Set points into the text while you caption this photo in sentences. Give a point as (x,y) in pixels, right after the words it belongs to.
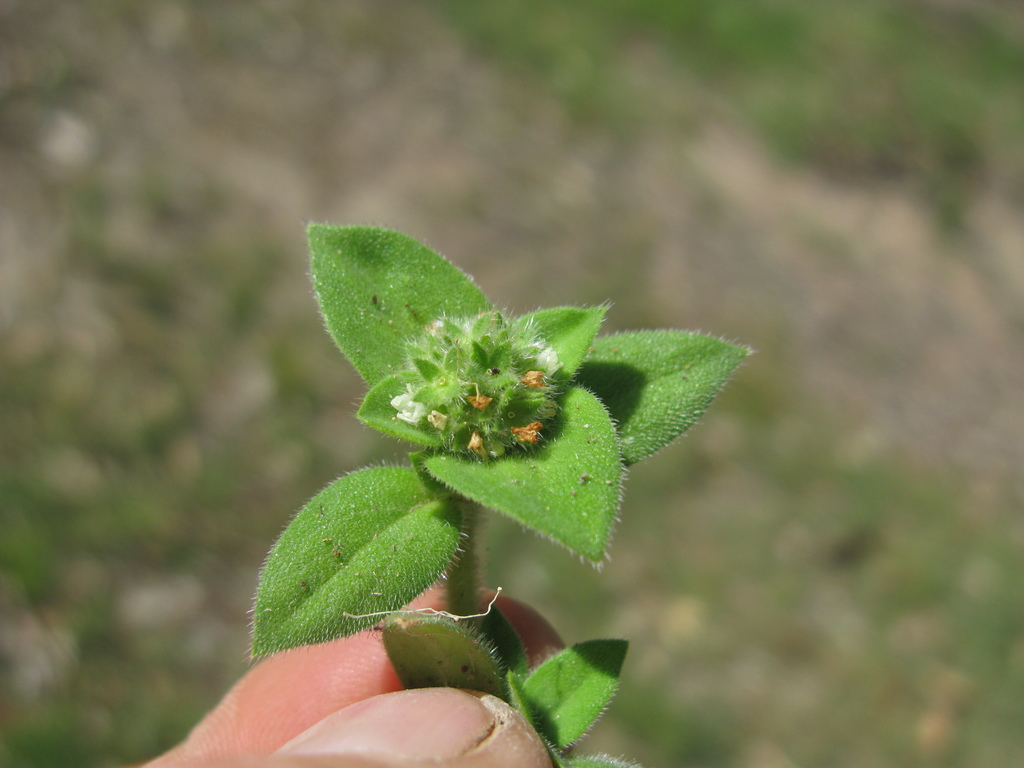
In the image we can see human hand (307,695), holding the plant (438,561) and the background (796,262) is blurred.
